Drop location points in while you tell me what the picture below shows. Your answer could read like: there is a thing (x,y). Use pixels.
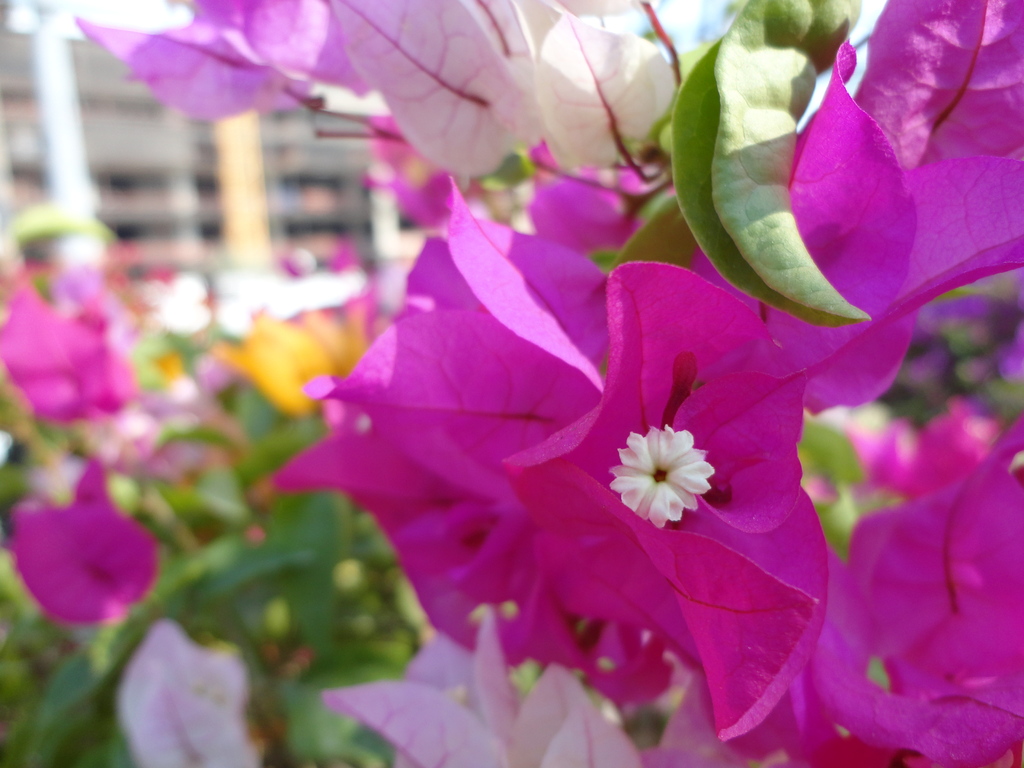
In this picture there are flowers (470,250) in the center of the image (562,392), it seems to be there are windows (146,177) in the background area of the image (298,184).
